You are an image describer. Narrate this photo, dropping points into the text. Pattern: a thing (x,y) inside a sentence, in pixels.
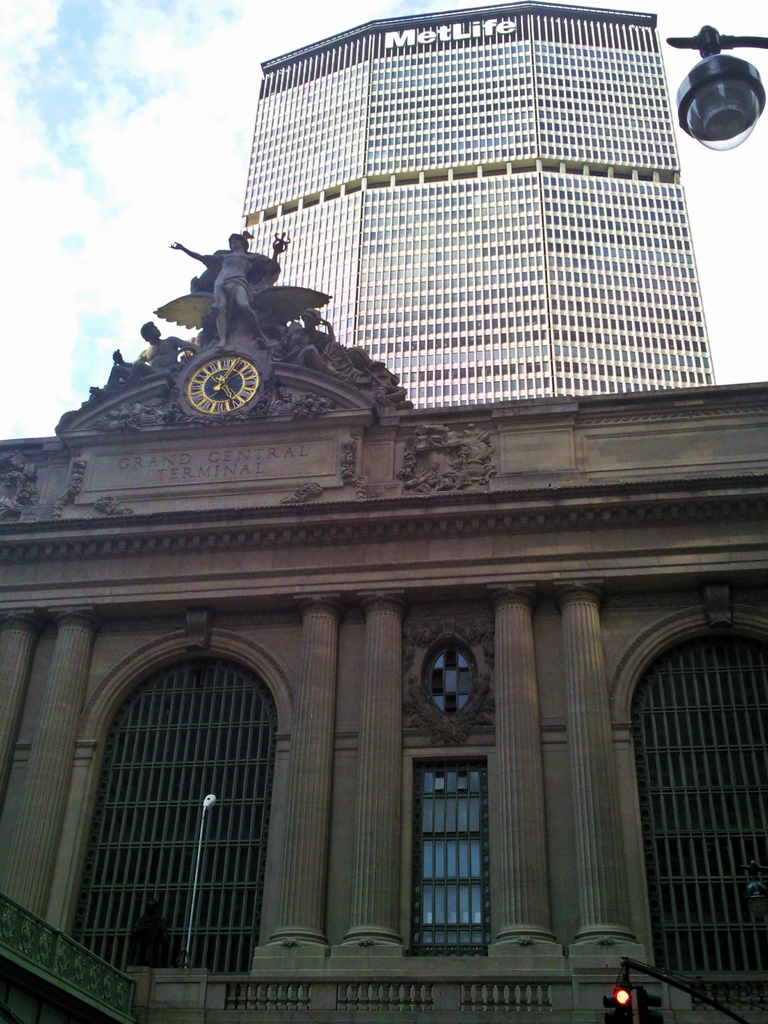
In this image in the front (647,1000) on the bottom right (634,962) there is a pole (626,982) and there is a light (626,998) which is red in colour. In the background (445,469) there are buildings (368,319) with some text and there is a clock (233,394) and there are statues (252,340) on the building (259,392). On the top right (723,99) there is an object (702,106) which is black in colour and the sky (154,95) is cloudy.
